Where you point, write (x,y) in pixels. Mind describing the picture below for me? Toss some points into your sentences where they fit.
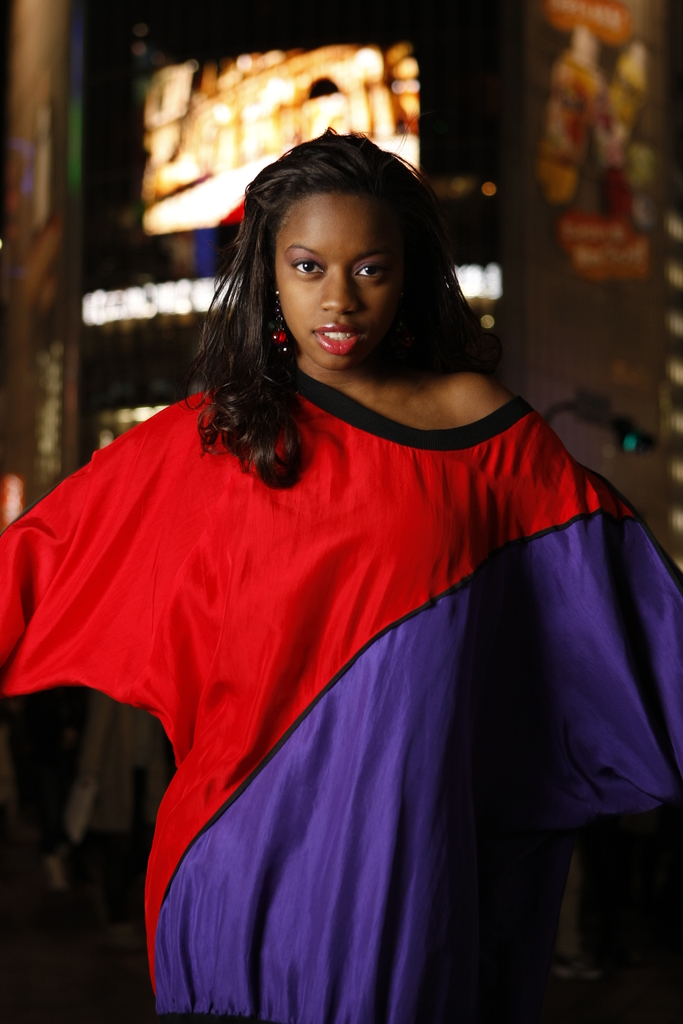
In this image we can see a woman (420,602) standing. On the backside (193,289) we can see some lights (176,294).
